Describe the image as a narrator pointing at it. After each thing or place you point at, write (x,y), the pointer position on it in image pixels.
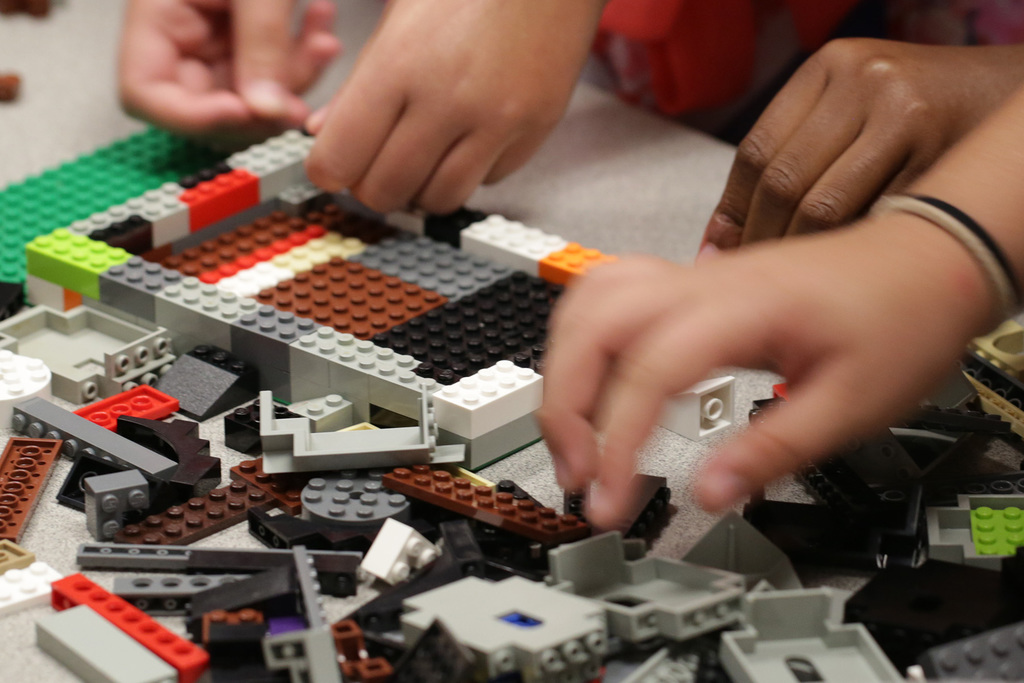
In the middle of the image (505,309) there are many building blocks (134,174) on the table (610,206). At the top of the image (512,118) a few kids (863,216) are holding building blocks (716,421) in their hands (682,331).
